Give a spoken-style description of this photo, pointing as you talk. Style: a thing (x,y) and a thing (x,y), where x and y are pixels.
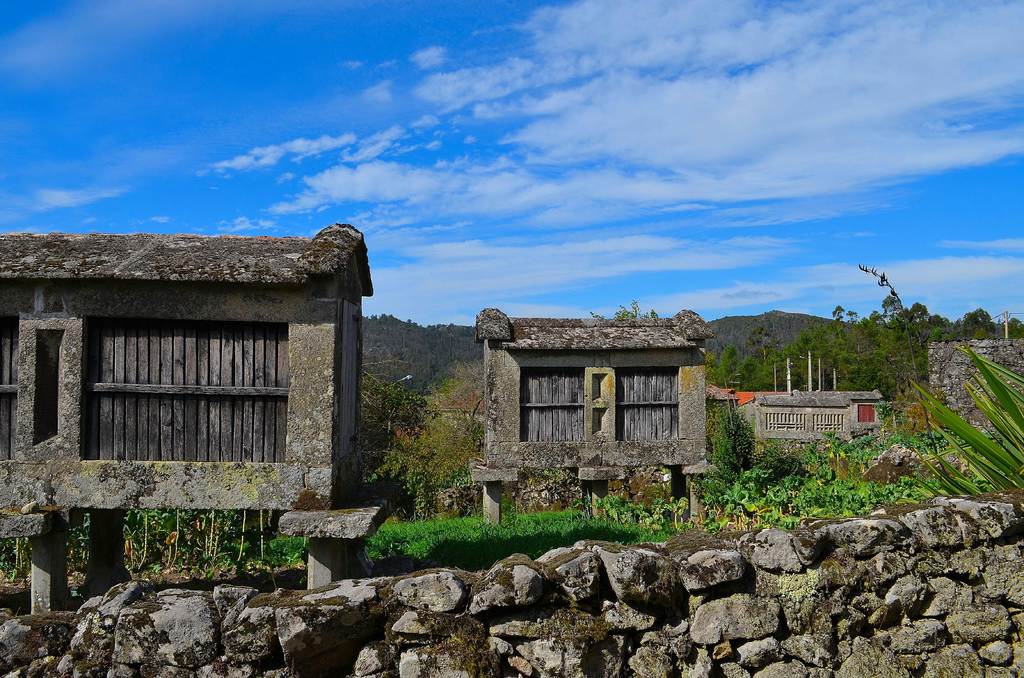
In this picture there are some old house (232,433) build with stone (337,553) and wood (280,364). In the front (776,670) bottom side there is a granite boundary wall (756,581). In the background (856,343) we can see the hill area (414,347) with some plants (863,356) and trees (849,351).
